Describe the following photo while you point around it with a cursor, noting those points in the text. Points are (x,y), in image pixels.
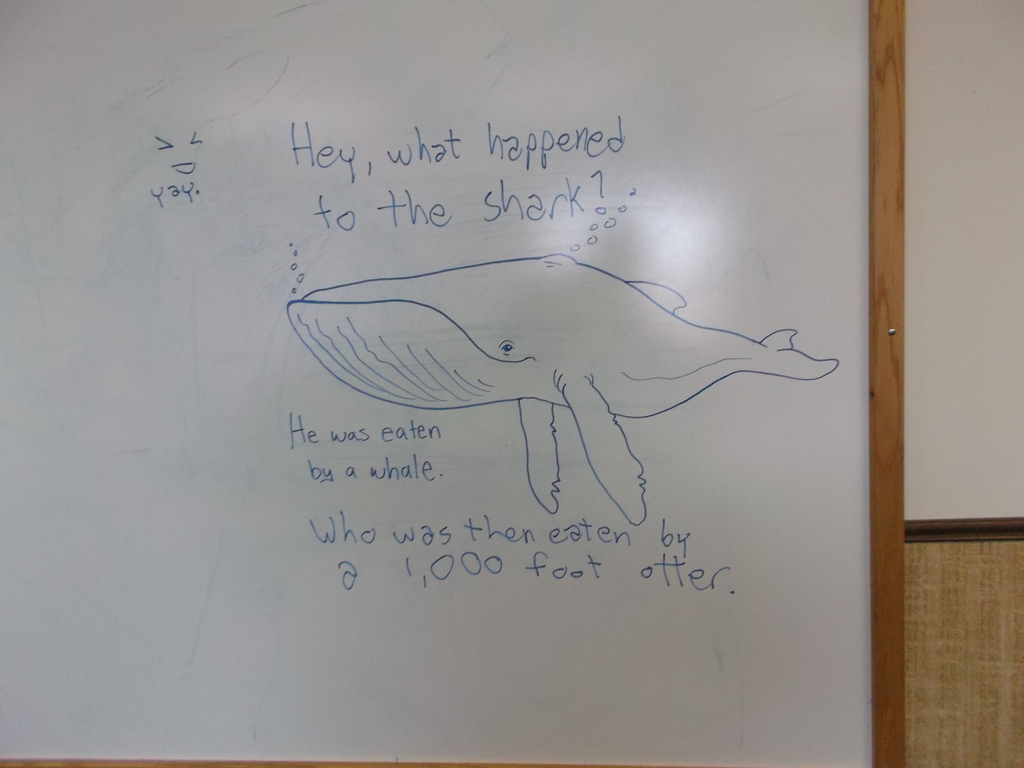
In this picture in the center (640,507) there is a white colour board (772,536) and on the board (357,362) there is a drawing (427,377) of a whale (511,357) and there is some text (592,562) written on it. On the right side (995,532) there is an object (966,633) which is brown in colour.
